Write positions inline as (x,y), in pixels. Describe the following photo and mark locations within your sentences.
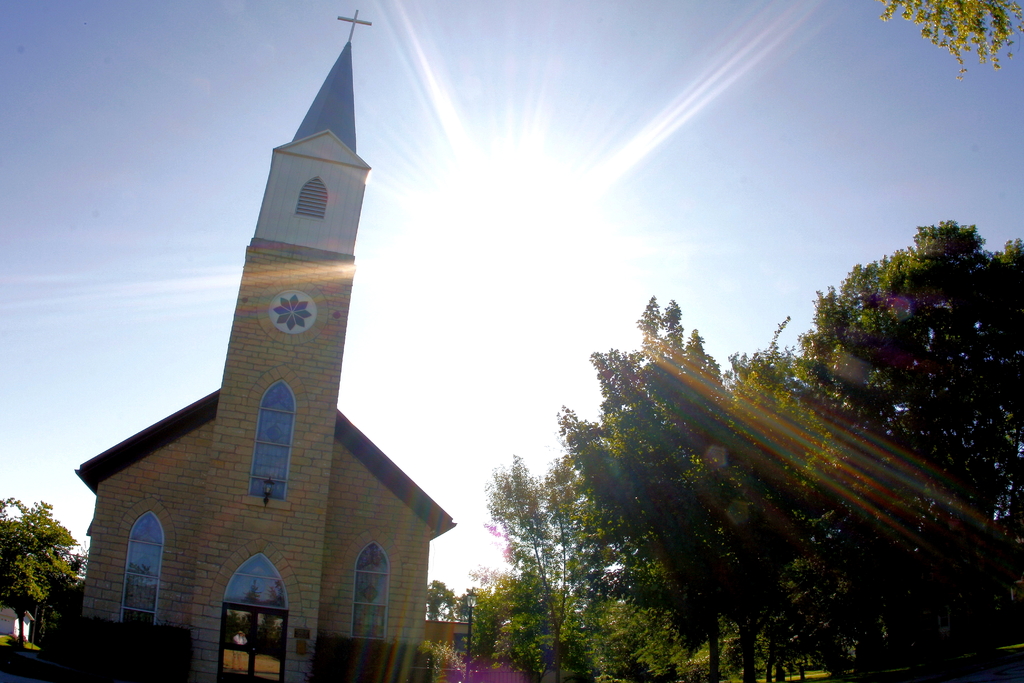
In this image we can see a building (298,303), windows (274,316), trees (34,521), street poles (472,630), street light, trees (809,526), sky (211,8) and sun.
